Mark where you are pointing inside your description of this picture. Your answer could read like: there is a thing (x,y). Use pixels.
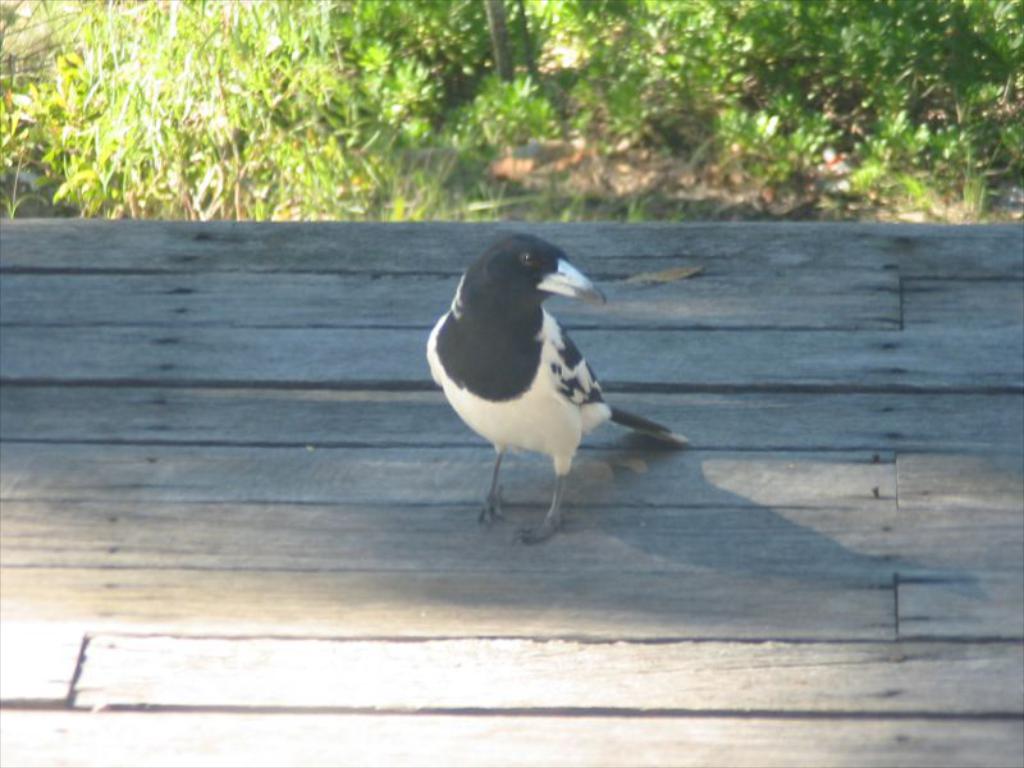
In this image there is a bird (531,437) on a wooden surface (325,235), in the background (358,104) there is a grassland (630,87).
